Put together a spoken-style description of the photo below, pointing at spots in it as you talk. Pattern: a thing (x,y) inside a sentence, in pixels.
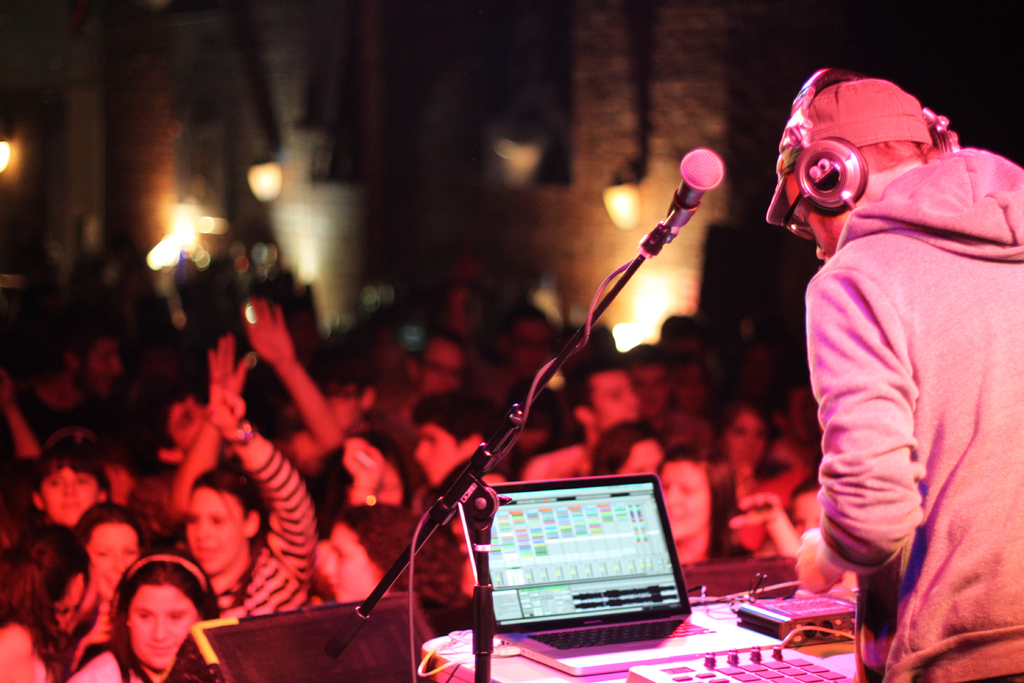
In this image we can see a person (903,358) is standing. He is wearing hoodie (882,229) and headsets (838,140). In front of him laptop (595,637), controller (811,669) and mic (492,590) is present. Background of the image (297,503) so many people (279,502) are standing and dancing.
